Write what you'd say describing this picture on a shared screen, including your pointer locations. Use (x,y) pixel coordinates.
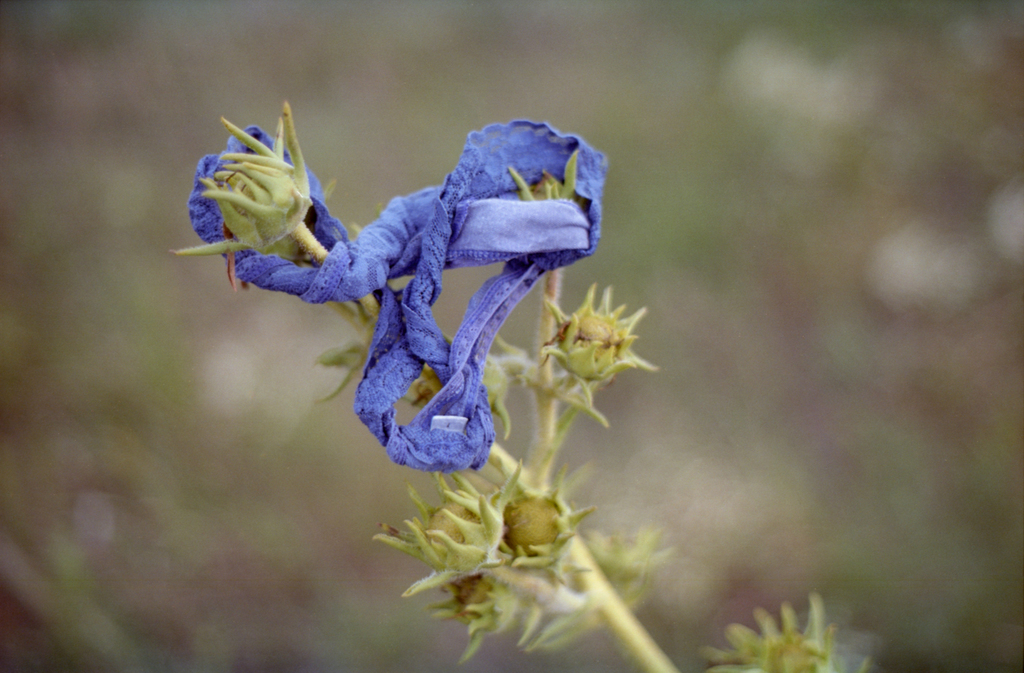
In this image there is a plant (540,524) on that plant (541,481) there is a cloth (488,441), and the background (245,375) is blurred.
